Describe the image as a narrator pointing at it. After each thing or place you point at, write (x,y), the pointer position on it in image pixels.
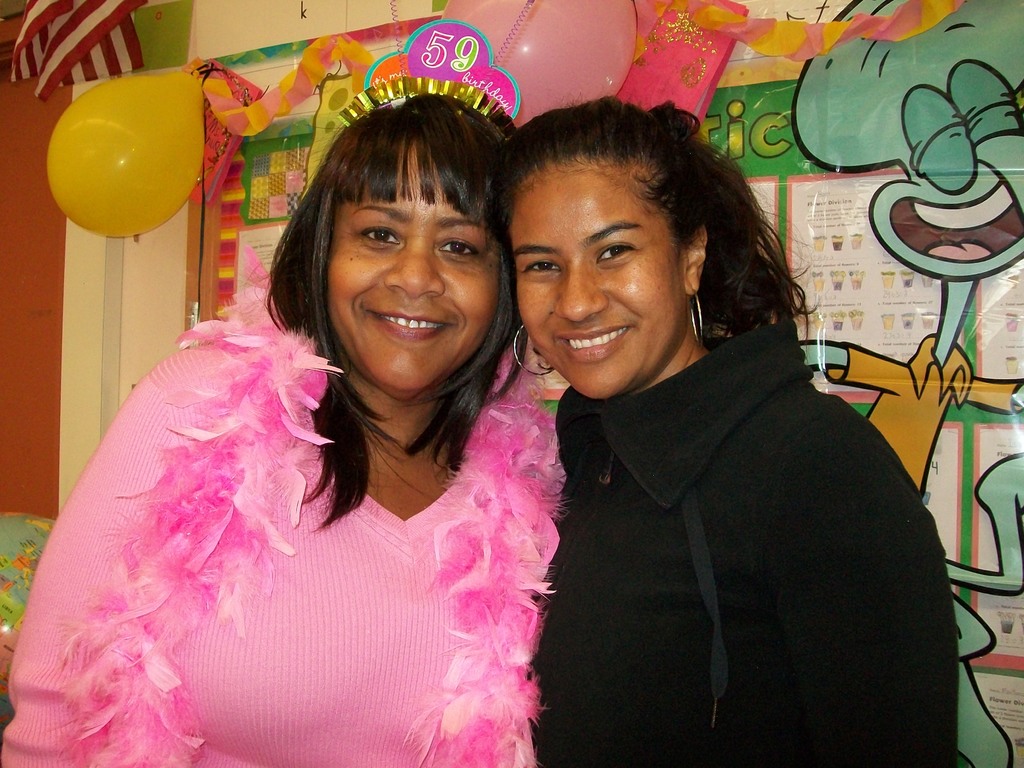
In this picture I can see two girls (525,410) in the middle (465,503), in the background (977,102) there are balloons (526,79) and other decorative items (329,138) on the wall (808,273).
